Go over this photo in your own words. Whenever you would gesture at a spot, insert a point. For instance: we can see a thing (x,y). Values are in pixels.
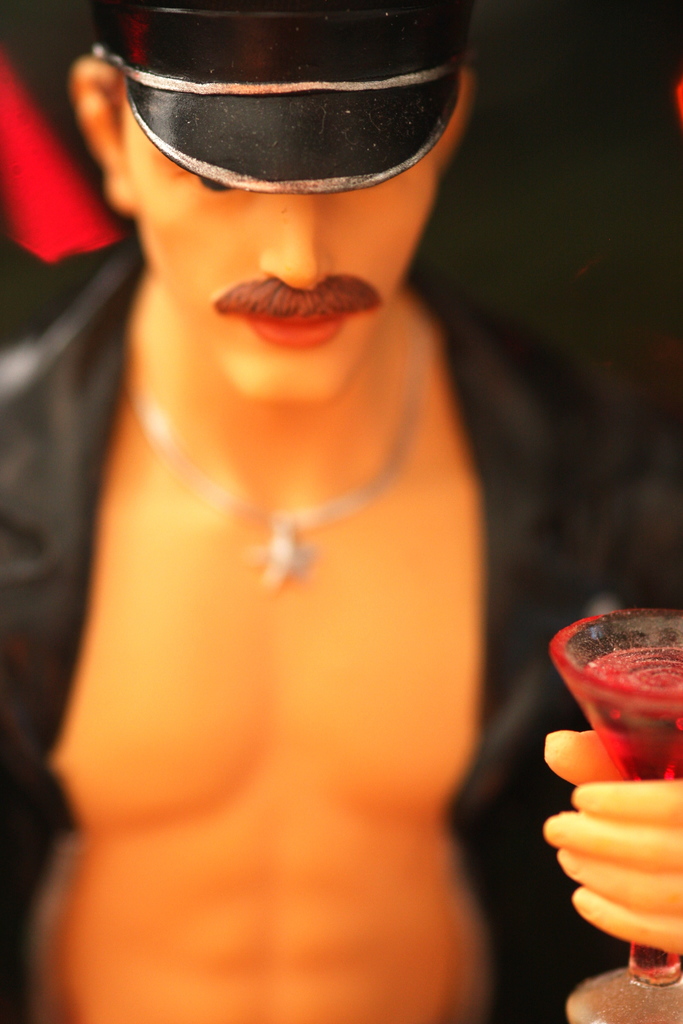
In this image, we can see a statue (14,776) holding a glass (640,767) and there is a hat (271,113) on the head (271,100) of the statue (271,100).
